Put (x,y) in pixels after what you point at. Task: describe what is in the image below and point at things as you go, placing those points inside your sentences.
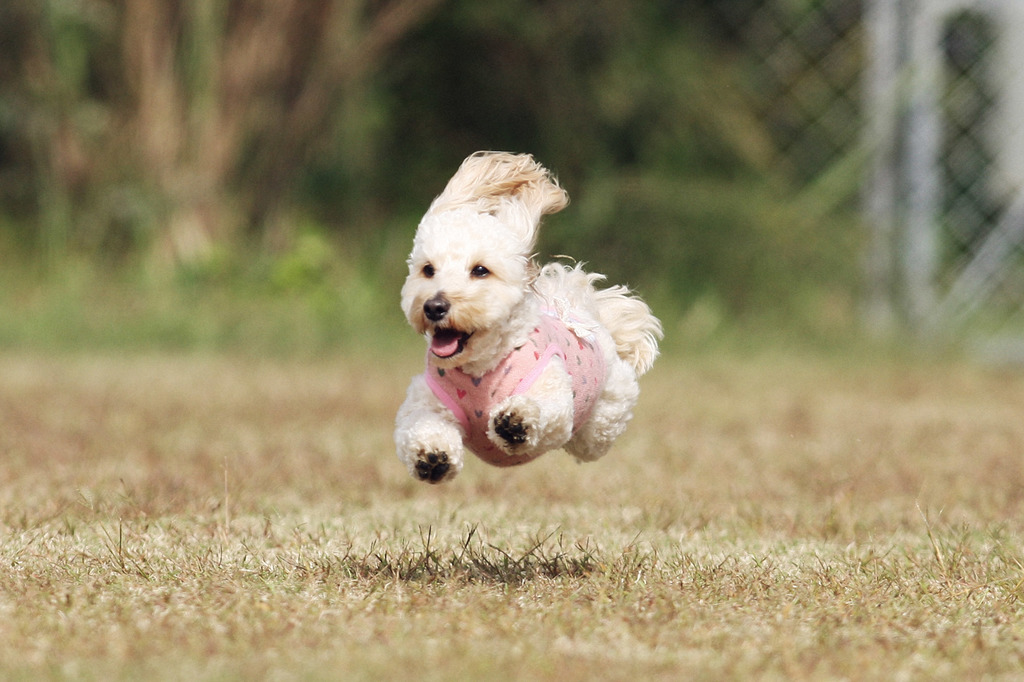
In this picture there is a white color dog (494,342) who is running on the ground (452,554). In the background (678,146) I can see many trees (792,155), plants (777,181) and grass (22,383). This dog (540,387) is wearing pink color dress (569,370).
